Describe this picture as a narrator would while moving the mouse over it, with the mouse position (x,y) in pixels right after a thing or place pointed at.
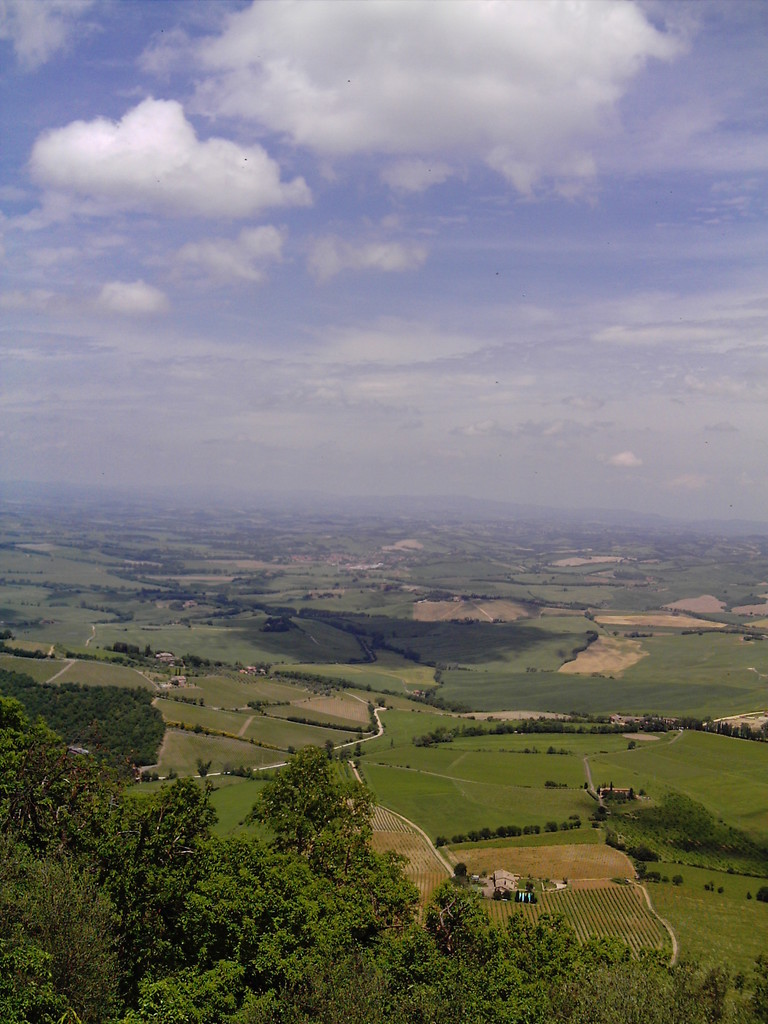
In this image we can see ground (630,778) and trees (149,742). In the background (341,307) there is sky (387,293) with clouds (474,383).
